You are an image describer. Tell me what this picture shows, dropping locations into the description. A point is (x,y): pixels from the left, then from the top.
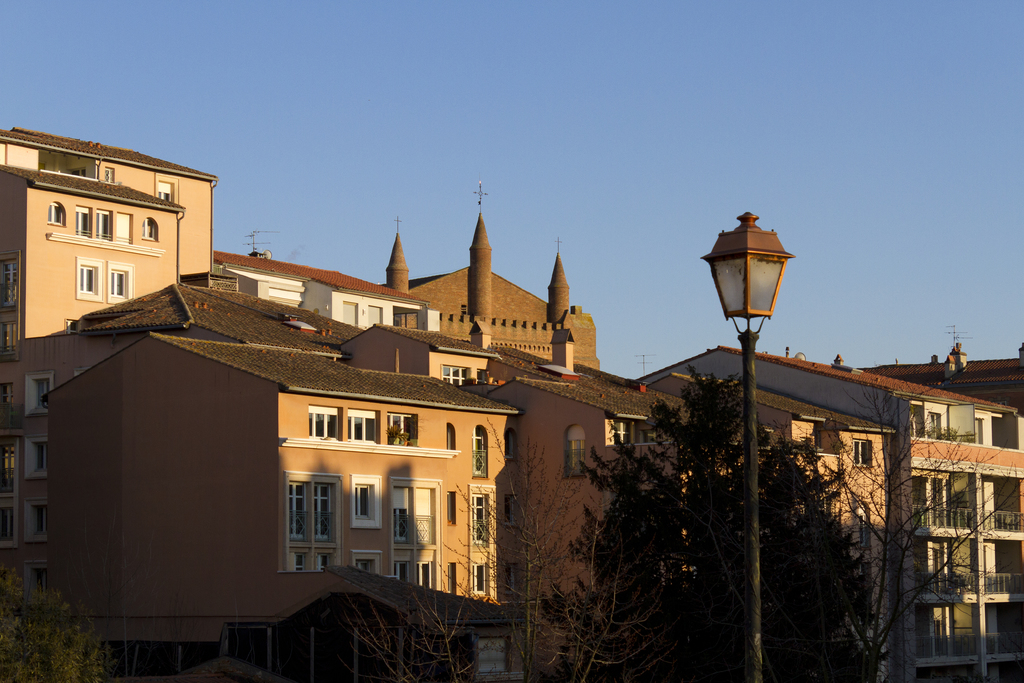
In this picture we can see brown shed houses (566,462) and black lamp post (753,314) in the front (752,302). On the top (661,149) we can see the sky (661,149).
